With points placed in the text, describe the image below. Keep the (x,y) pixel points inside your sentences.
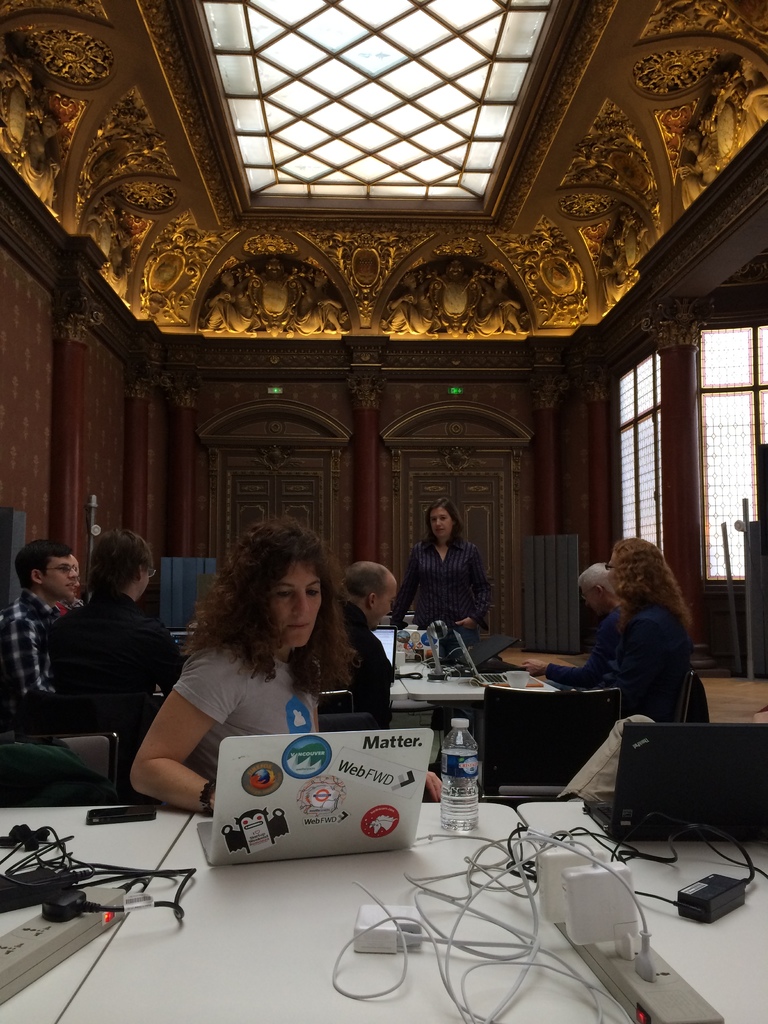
In this image I can see few people (353,642) are sitting on the chairs (680,709) and one person (454,596) is standing. I can see few laptops (321,773), bottle (461,827), extension-boxes (8,969), wires (444,896) and few objects (550,879) on the tables (183,1002). Back I can see few windows (704,386) and the brown color wall (34,427).
